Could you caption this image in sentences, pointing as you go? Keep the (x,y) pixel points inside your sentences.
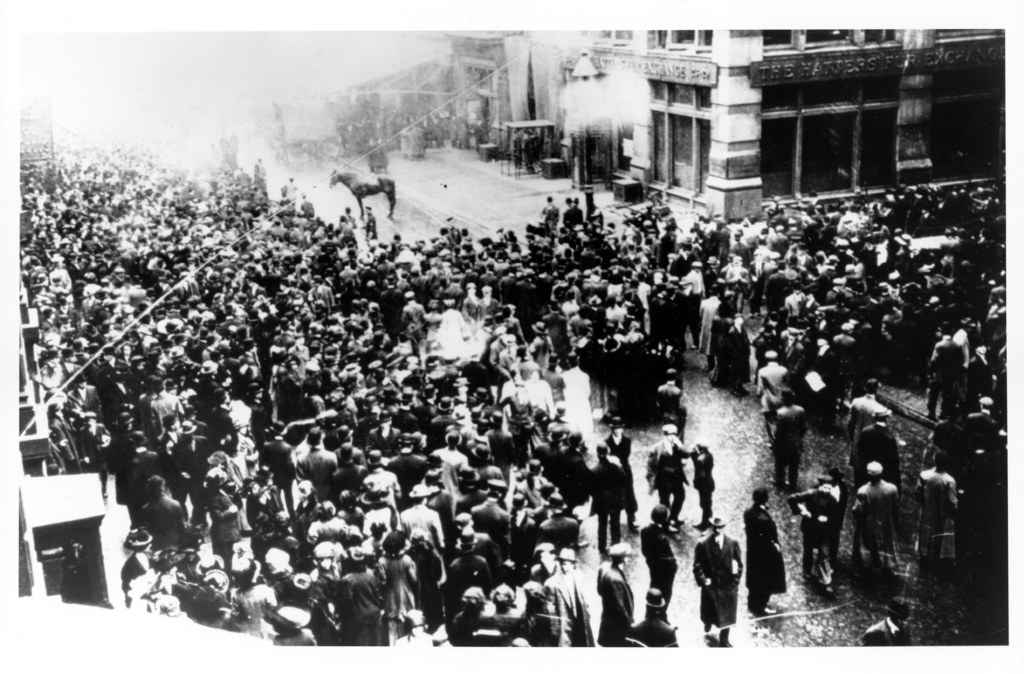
In this black and white picture there are many people (252,437) standing on the road (585,534). Beside them there is a horse (357,184) standing on the road (424,172). At the top (613,121) there are buildings (622,96).
